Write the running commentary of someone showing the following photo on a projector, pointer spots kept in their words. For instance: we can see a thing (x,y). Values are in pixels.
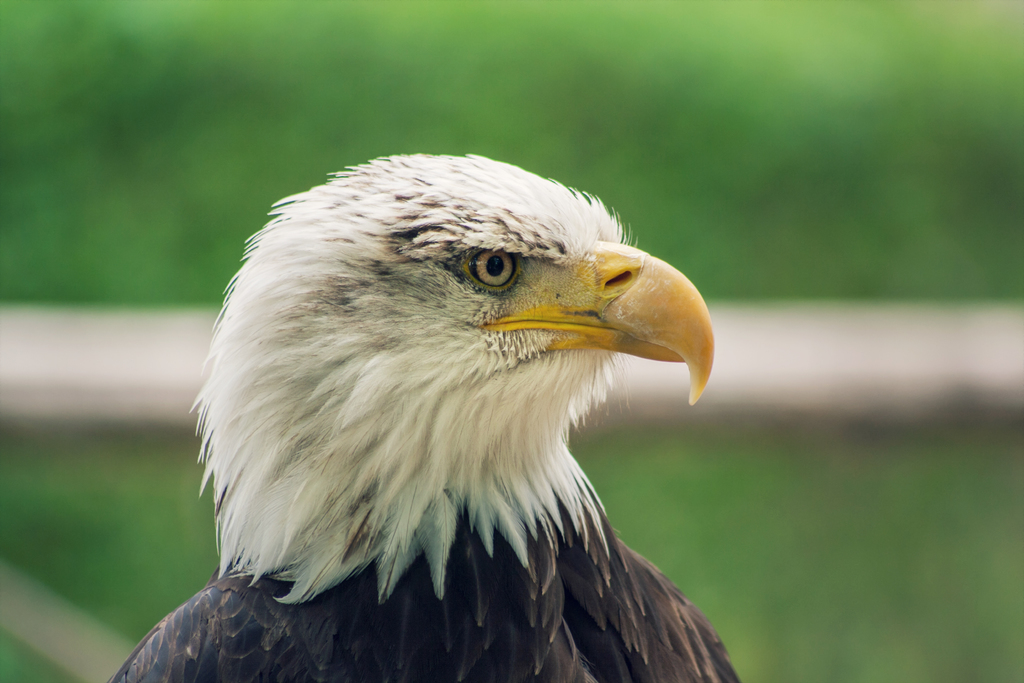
In this image I can see the bird (263,531) which is in yellow, black and white color. And there is a blurred background (726,578).
